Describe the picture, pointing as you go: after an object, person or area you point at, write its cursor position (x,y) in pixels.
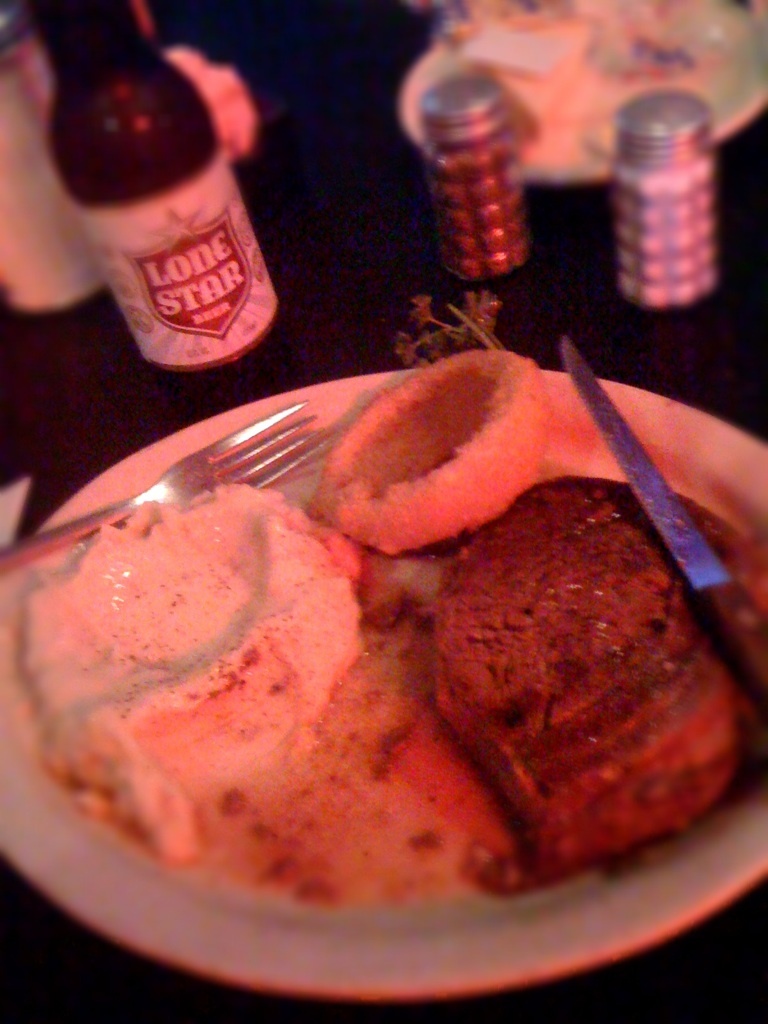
In the left bottom (177,940), there is a plate (663,883) on which knife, fork (228,445) and food (346,596) is kept. In the top (158,244), beer bottle (156,231) and jar (648,125) are there which are kept on the table (556,336). This image is taken in a dining room (440,507).
